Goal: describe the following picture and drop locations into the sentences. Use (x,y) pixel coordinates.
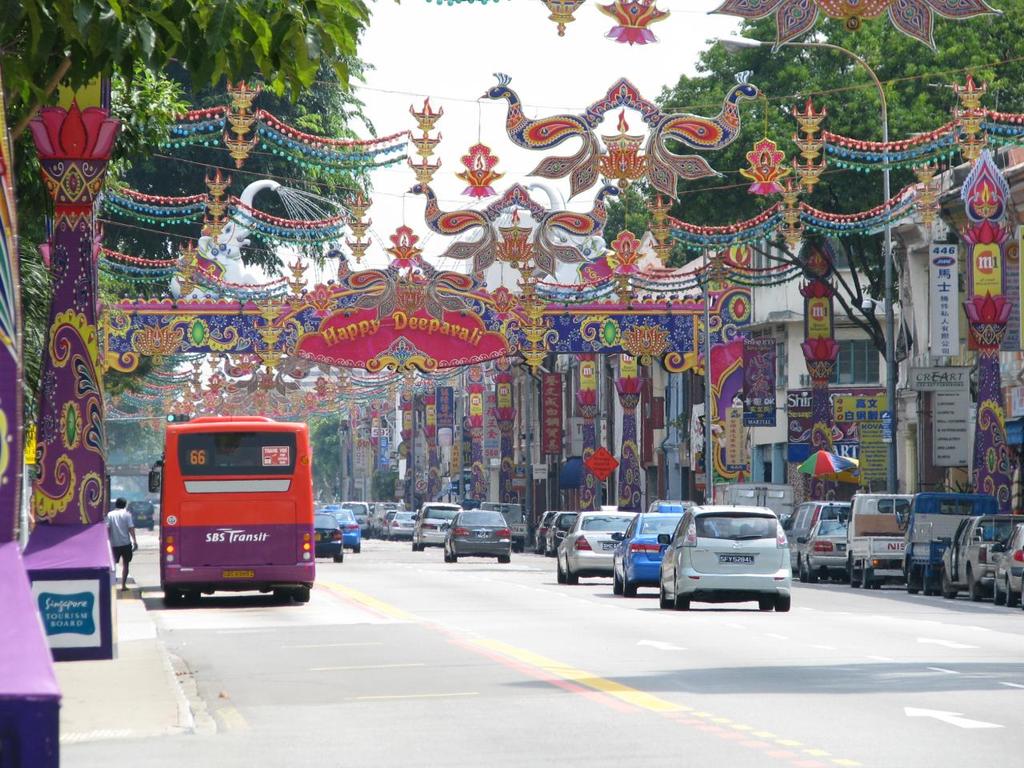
In the center of the image (682,511) we can see a few vehicles (903,511) on the road (696,610). On the left side of the image (43,525) we can see two pillar type objects (65,646). On that objects (39,585), we can see some decorative items (57,383). In the background (534,37), we can see the sky (541,19), trees (766,254), buildings (966,260), sign boards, decorative items (736,260), one person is standing and a few other objects (527,461).
